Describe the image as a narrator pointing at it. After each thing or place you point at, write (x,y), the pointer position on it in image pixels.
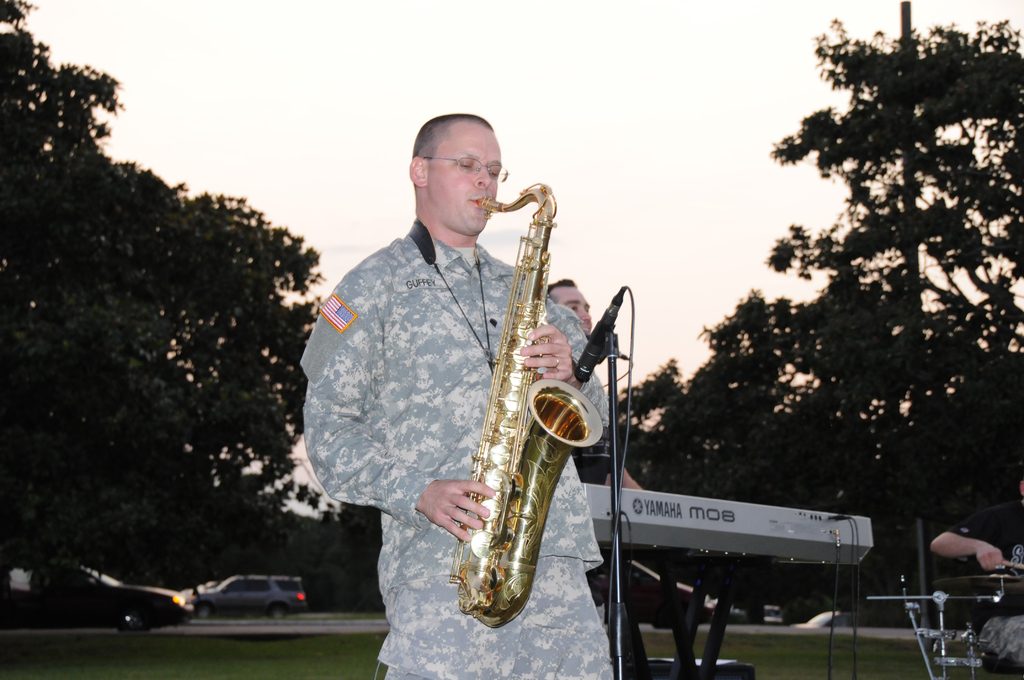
In this picture there is a man (480,183) who is standing in the center of the image (539,319), by holding a saxophone (509,302) in his hands (535,337), there are trees (214,512) in the background area of the image (53,386) and there are cars (34,594) at the bottom side of the image (96,622).
